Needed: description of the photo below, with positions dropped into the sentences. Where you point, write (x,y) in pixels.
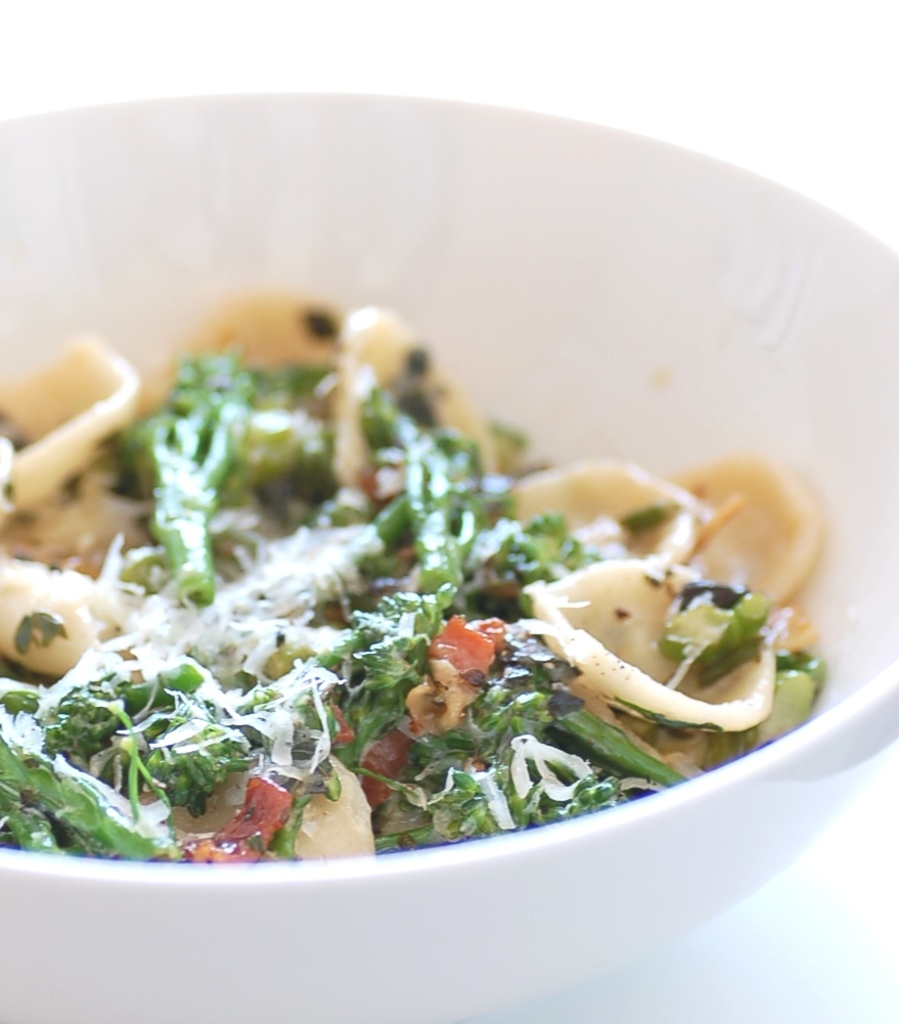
There is a white bowl (649,877) with some food items (396,590).
